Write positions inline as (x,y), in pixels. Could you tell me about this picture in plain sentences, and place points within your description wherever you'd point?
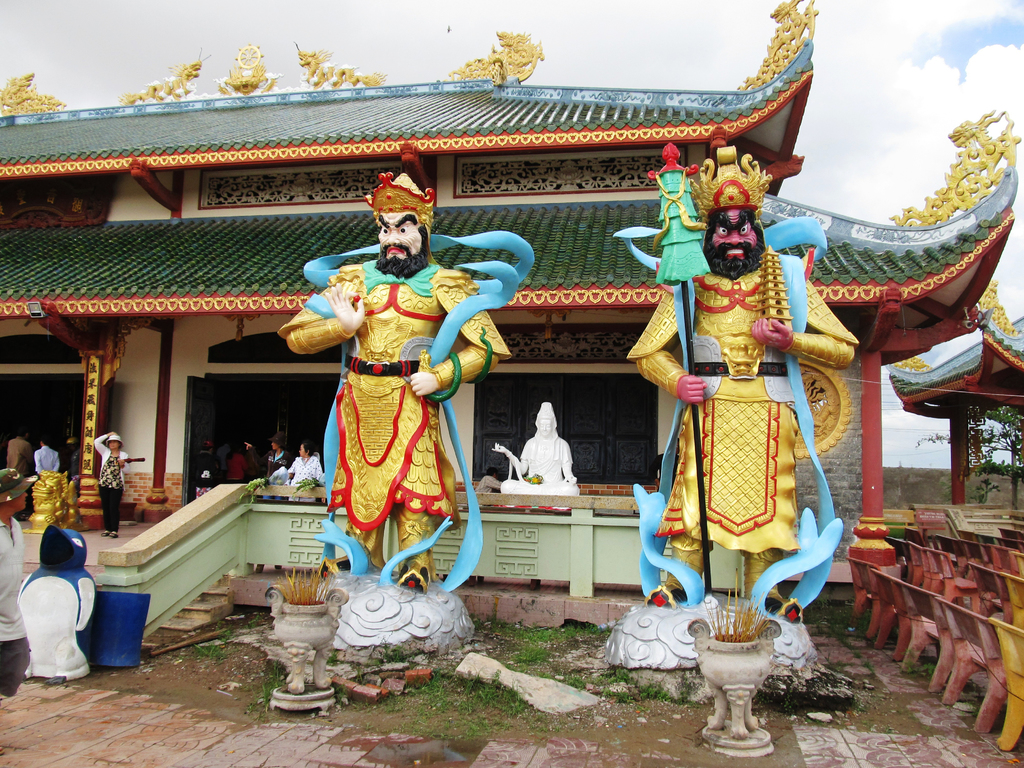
In this image I can see the ground (248,690), few persons (4,518) standing, few statues (405,416), few chairs (972,662) and a building (159,222) which is white, brown, green and gold in color. In the background (835,114) I can see the sky (918,88).
